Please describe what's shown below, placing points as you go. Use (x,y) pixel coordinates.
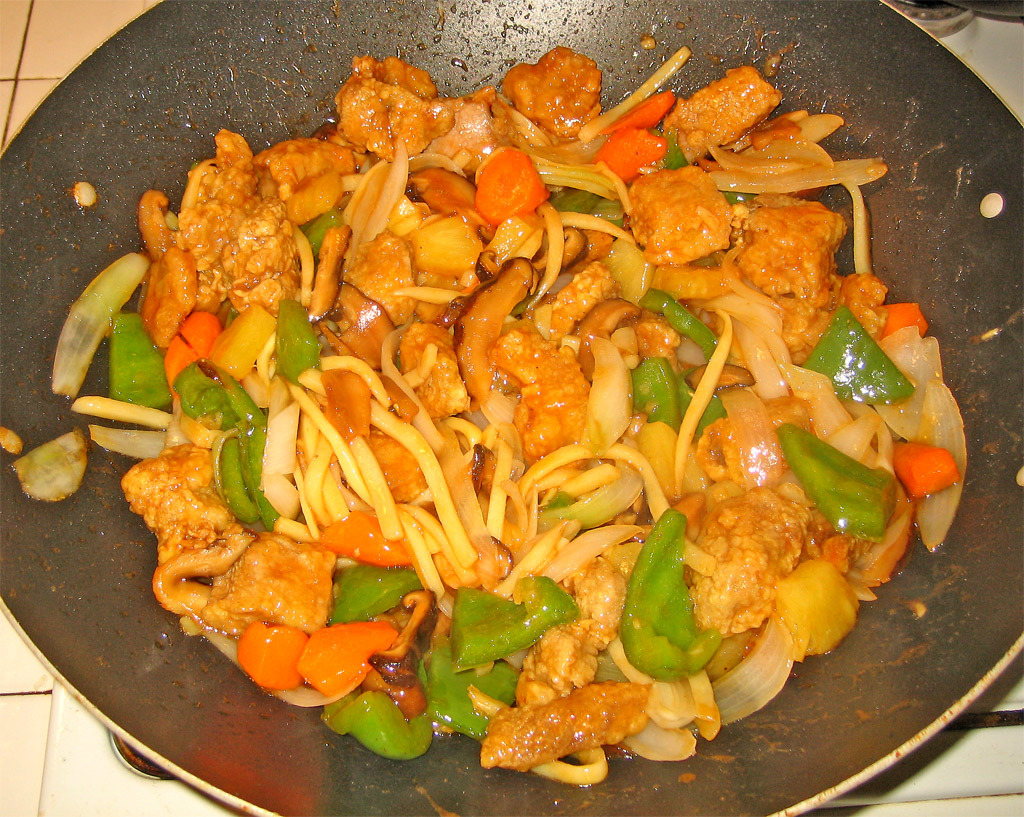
In this image, we can see some food item (677,286) in a container (787,4) and it is placed on the surface (992,66).
